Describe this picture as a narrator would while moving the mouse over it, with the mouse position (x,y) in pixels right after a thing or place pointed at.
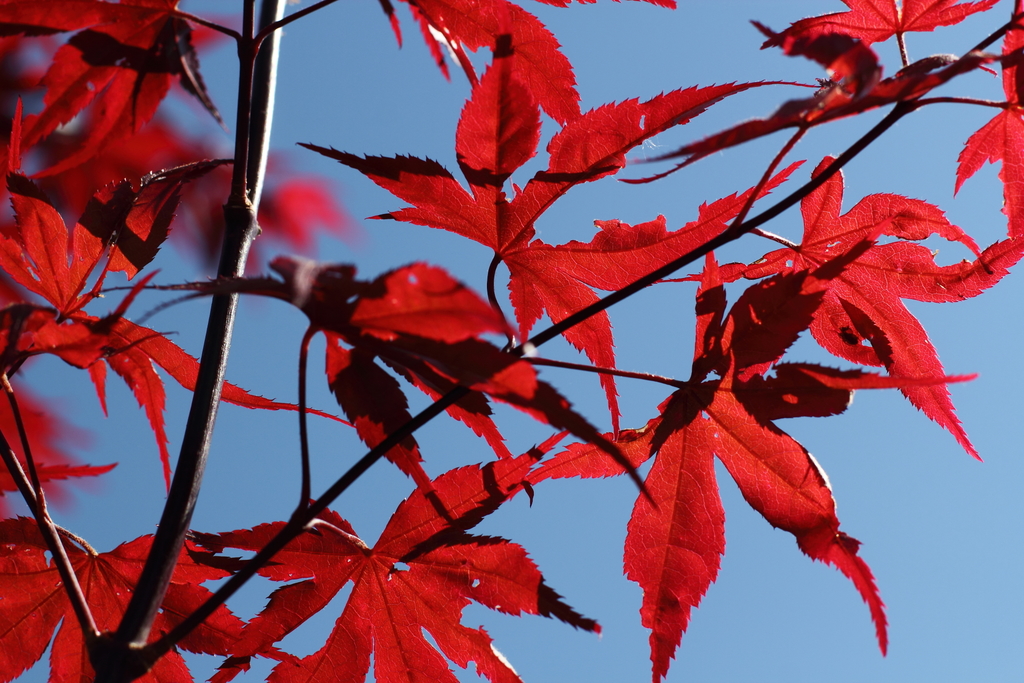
This image consists of a plant (899,275). To which we can see red color leaves (193,594). At the top (977,226), there is sky (873,409).
